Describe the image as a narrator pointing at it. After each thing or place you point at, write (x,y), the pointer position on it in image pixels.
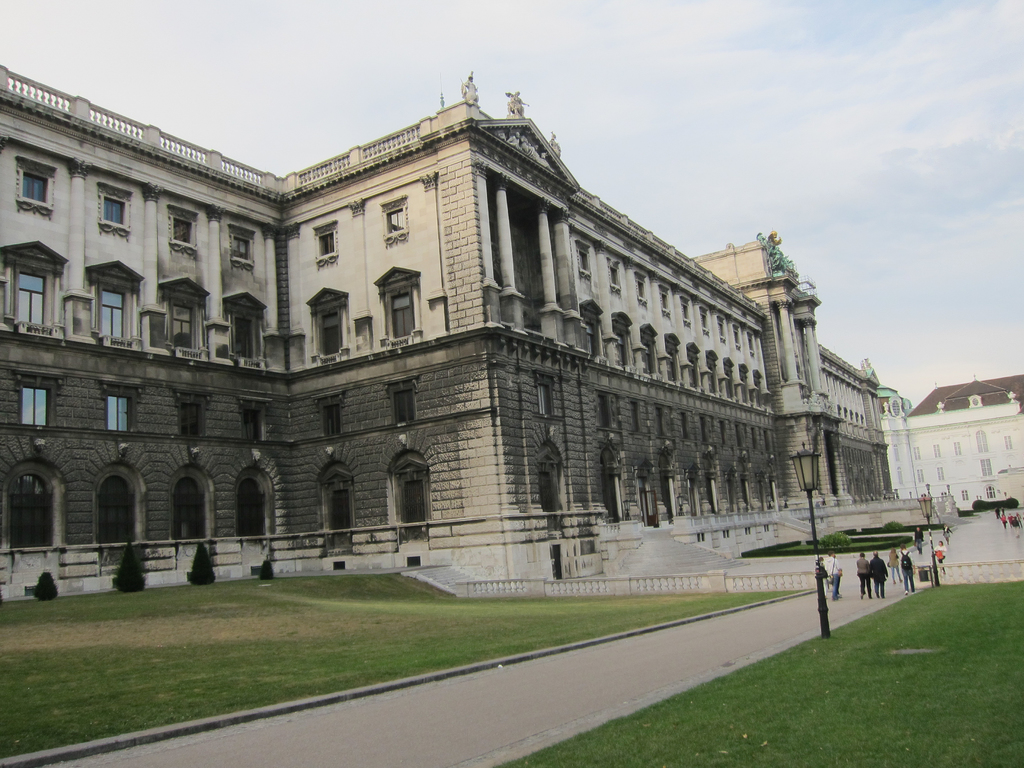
In the image we can see there are buildings (691,422) and the windows (172,328) of the buildings (784,437). We can see there are even people (895,558) standing and some of them are walking, they are wearing clothes (862,586). Here we can see the road (560,699), fence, grass (259,594), light pole (818,452) and the cloudy sky (842,90).
